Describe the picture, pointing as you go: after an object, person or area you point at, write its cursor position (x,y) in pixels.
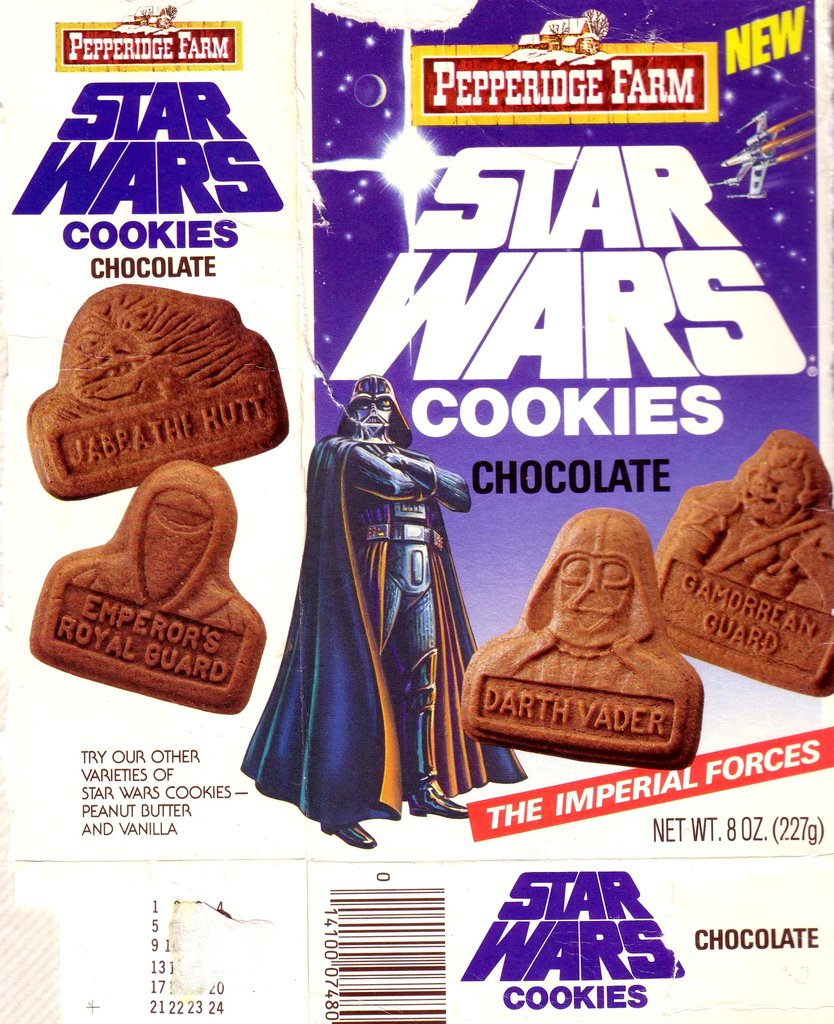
In this image I can see a paper (251,465), on the paper (337,475) I can see few cookies (143,562) in brown color.
